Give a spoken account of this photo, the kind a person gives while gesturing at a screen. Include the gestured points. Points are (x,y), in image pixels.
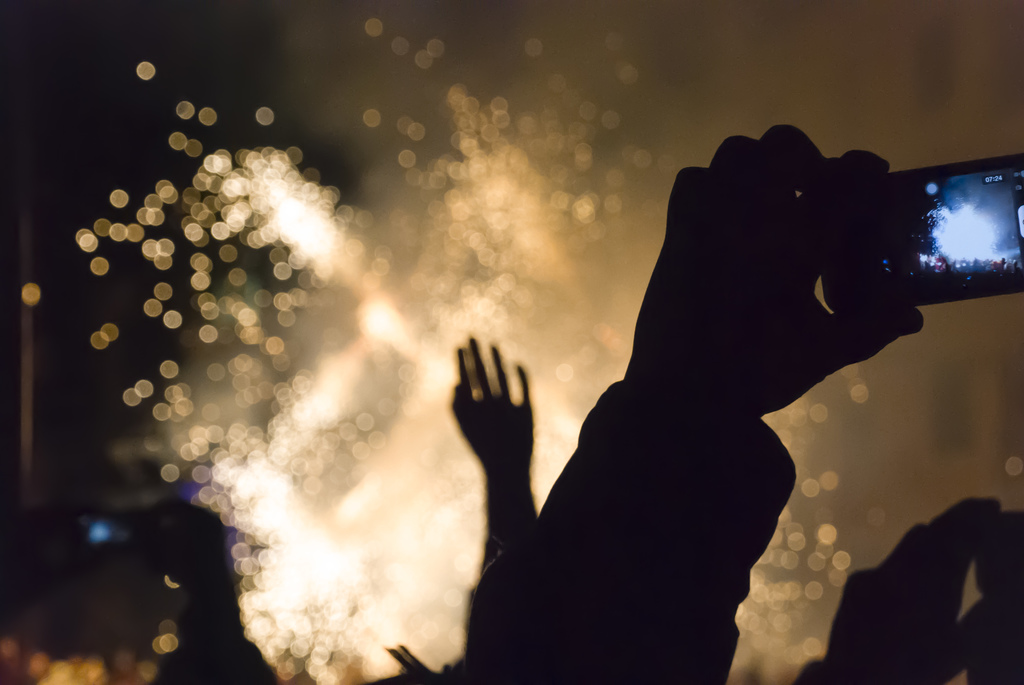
In this picture there are persons (571,552). In the front (668,548) there is a hand (775,348) of the person (775,331) holding a mobile phone (924,287) and the background (523,324) is blurry.
